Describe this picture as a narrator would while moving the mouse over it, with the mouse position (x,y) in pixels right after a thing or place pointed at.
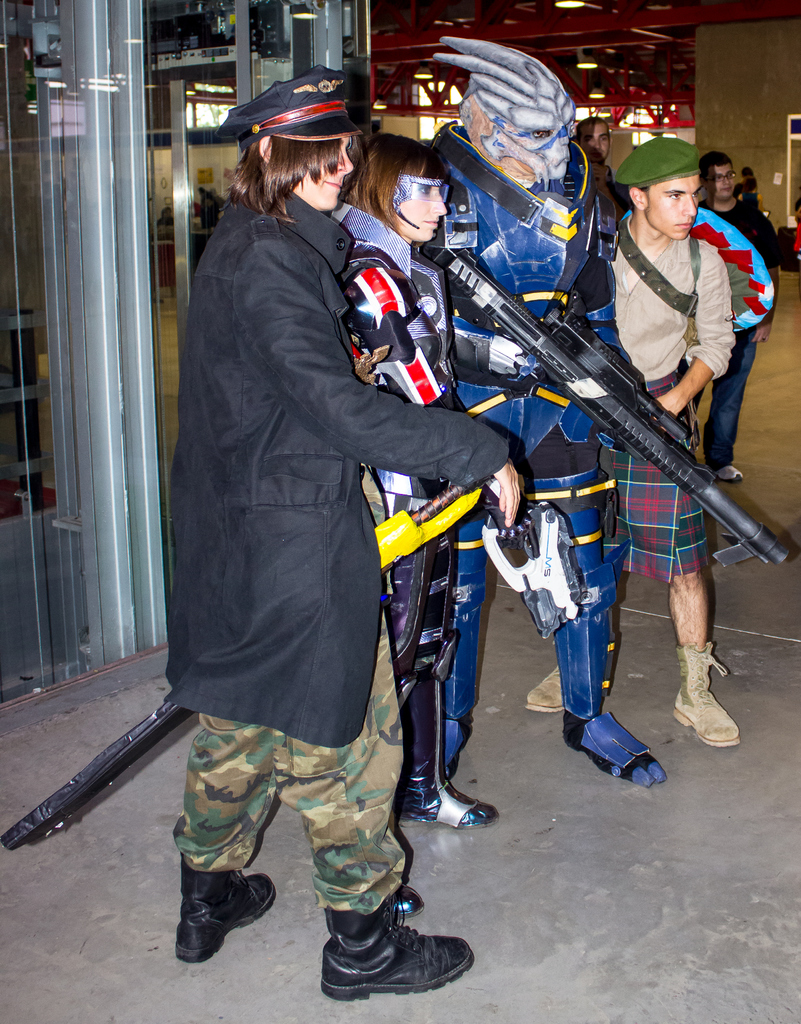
In this image we can see few people (481,413) with different costumes (445,190). Some are holding something in the hand (502,543). On the left side (139,301) there are glass walls (59,112). On the ceiling (614,89) there are lights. In the background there are few people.
